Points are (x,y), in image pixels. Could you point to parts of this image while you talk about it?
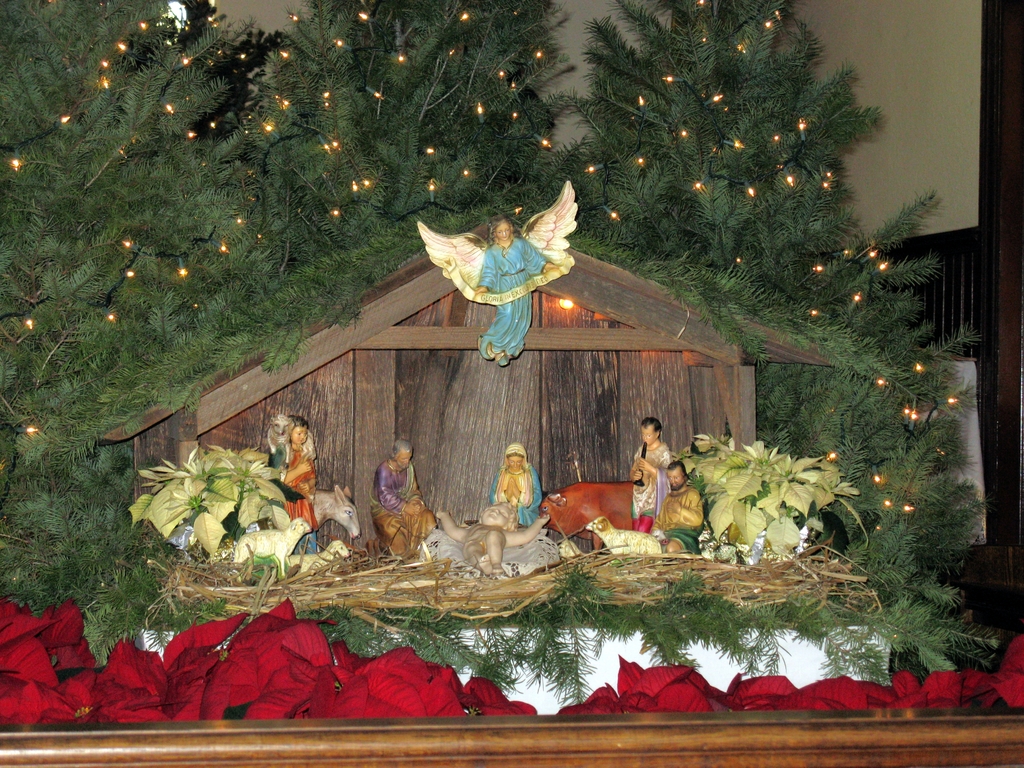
In the foreground of this image (569,472), there are many toys (485,533), plants (707,497), trees (237,311) with lights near a hut (623,378). On bottom (296,700), there are red colored flowers (634,698). In the background (886,57), there is a wall (884,80).
